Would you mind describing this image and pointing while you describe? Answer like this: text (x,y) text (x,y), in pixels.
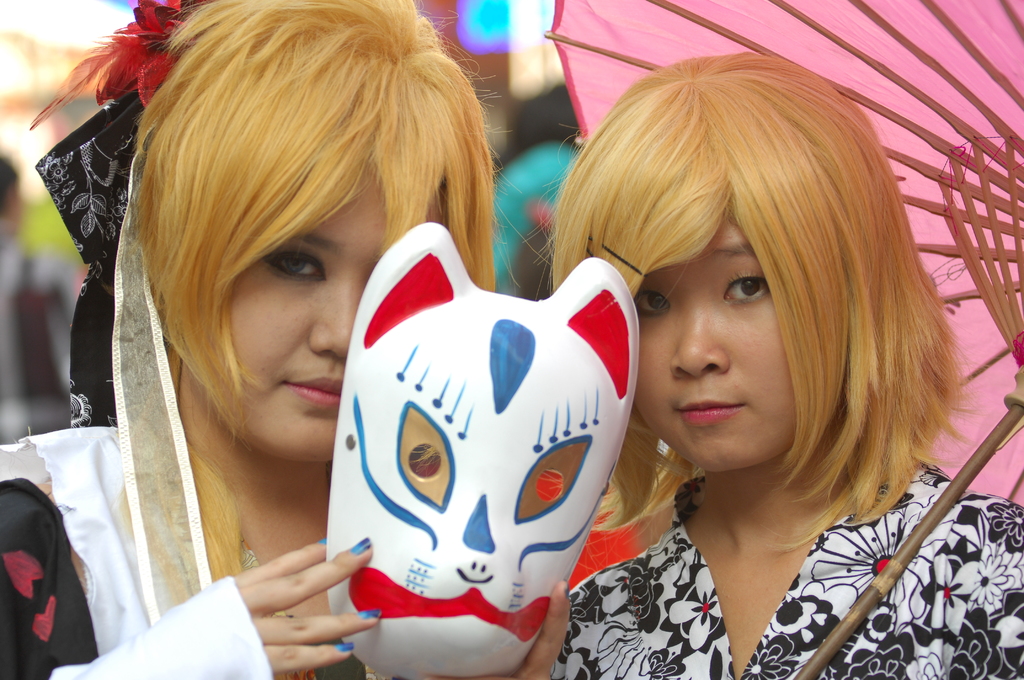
In this image we can see a woman (465,169) holding the mask (520,402). We can also see another woman (887,544) holding an umbrella (905,171). The background (14,183) is blurred with a person (48,322) on the left (36,272).
